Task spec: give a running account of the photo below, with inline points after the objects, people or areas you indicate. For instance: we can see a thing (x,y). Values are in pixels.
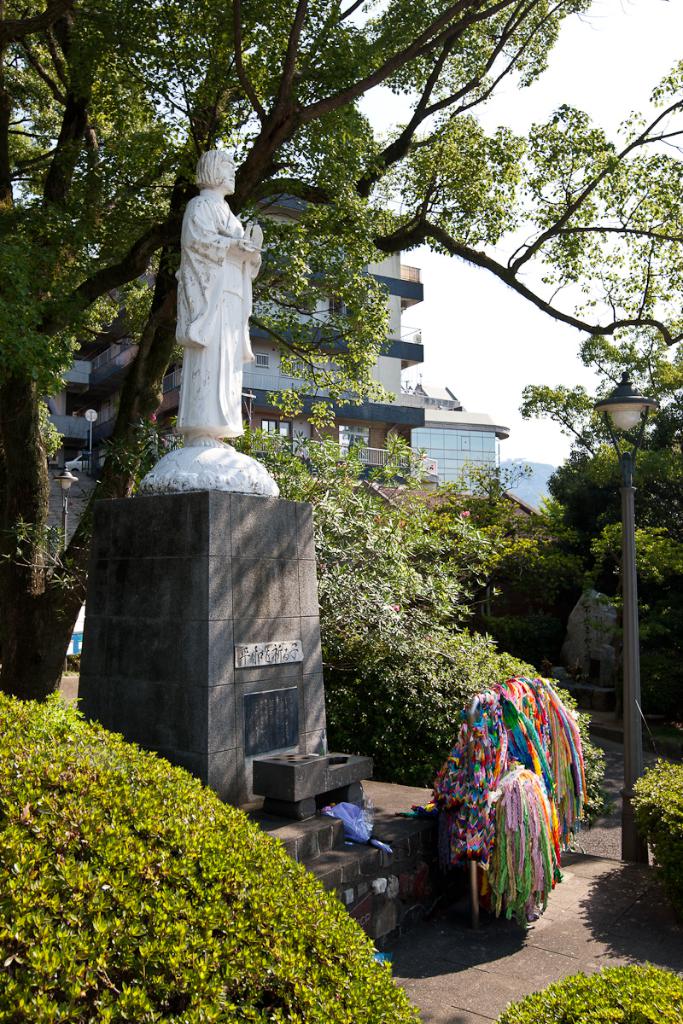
In this image I can see the ground (485,933), few trees (480,38) which are green in color, few colorful strings (565,817) of paper cranes (525,833) and a white colored statue (220,478) of a person (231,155). In the background (472,299) I can see few buildings (400,432) and the sky (493,246).
